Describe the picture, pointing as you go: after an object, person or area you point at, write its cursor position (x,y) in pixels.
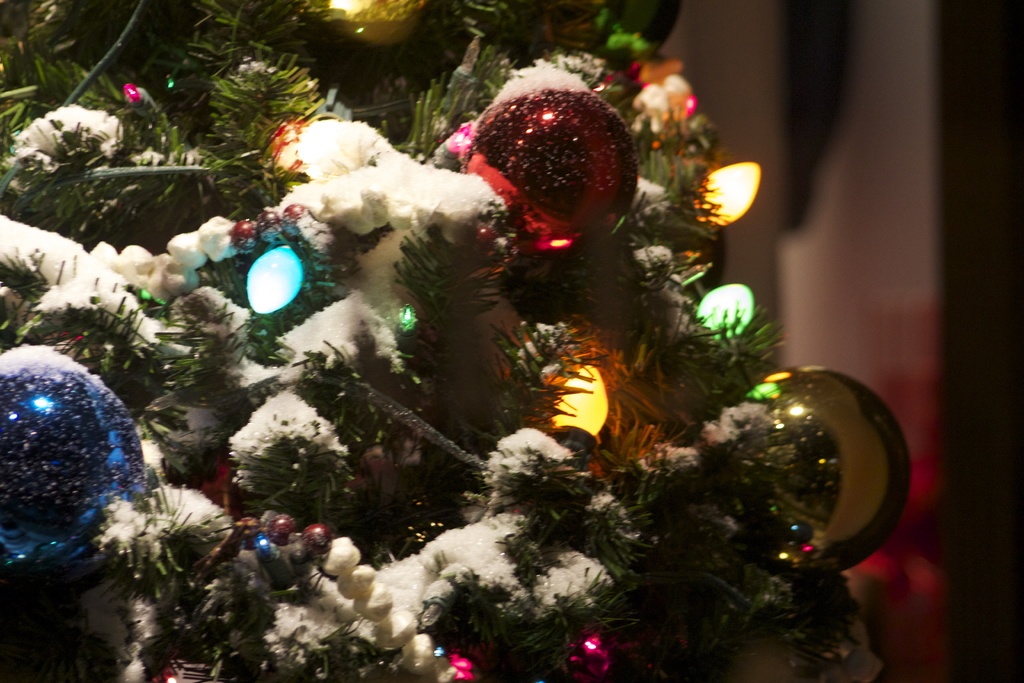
In the picture we can see a part of a decorated tree (24,530) with lights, colored balls (864,396) and beside it we can see a wall (885,371).
